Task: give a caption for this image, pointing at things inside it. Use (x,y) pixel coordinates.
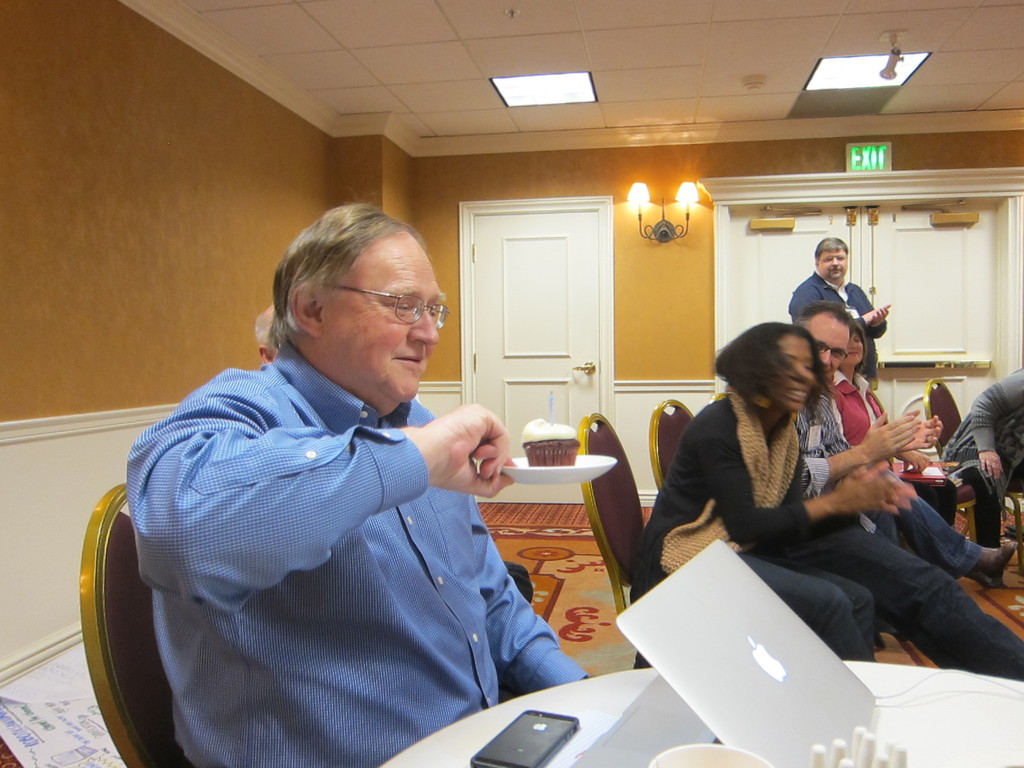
On the left side (329,433), there is a person (421,268) in blue color shirt (424,621), holding a saucer (547,475) on which, there is some object (541,425) and sitting on a chair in front of the table (885,670), on which, there is a laptop (738,707), mobile (527,764) and other objects (848,765). In the background (769,389), there are persons (807,375) sitting on chairs (943,401), there is a person (809,305) standing, lights (689,205) attached to the wall (660,262), a white door (562,279) and lights (566,87) attached to the roof (609,90).
